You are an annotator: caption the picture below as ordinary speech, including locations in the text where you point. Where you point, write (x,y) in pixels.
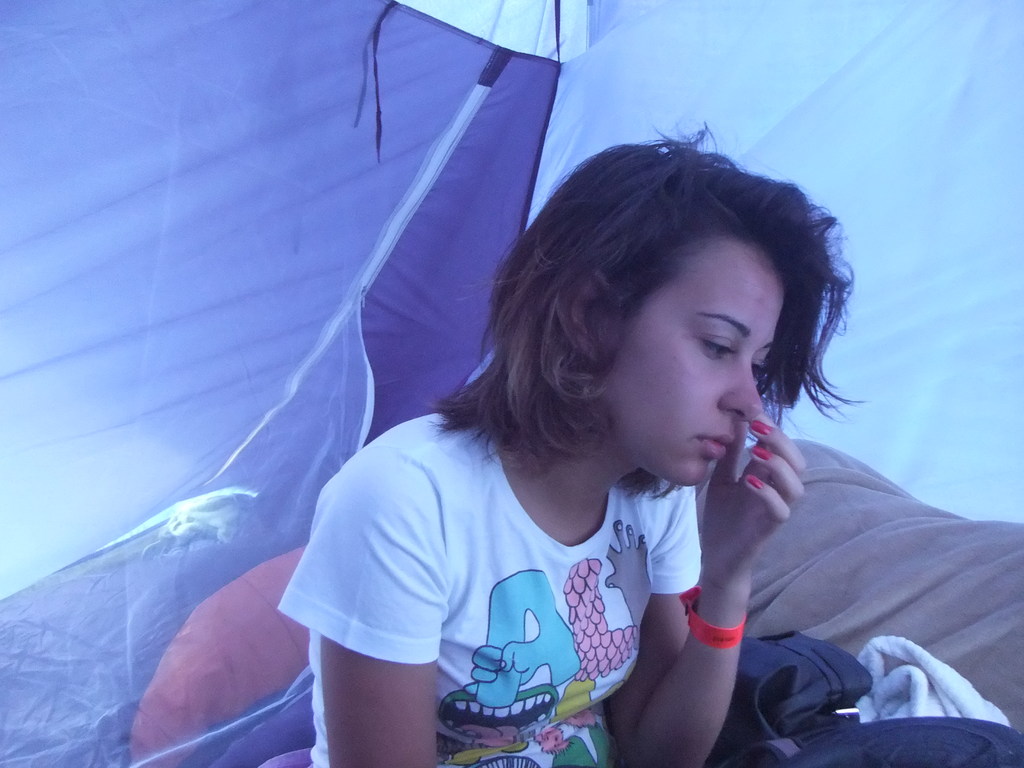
In this image we can see a lady (580,691) sitting. On the right (791,728) there are clothes (895,623). In the background (938,291) we can see a tent (498,133).
